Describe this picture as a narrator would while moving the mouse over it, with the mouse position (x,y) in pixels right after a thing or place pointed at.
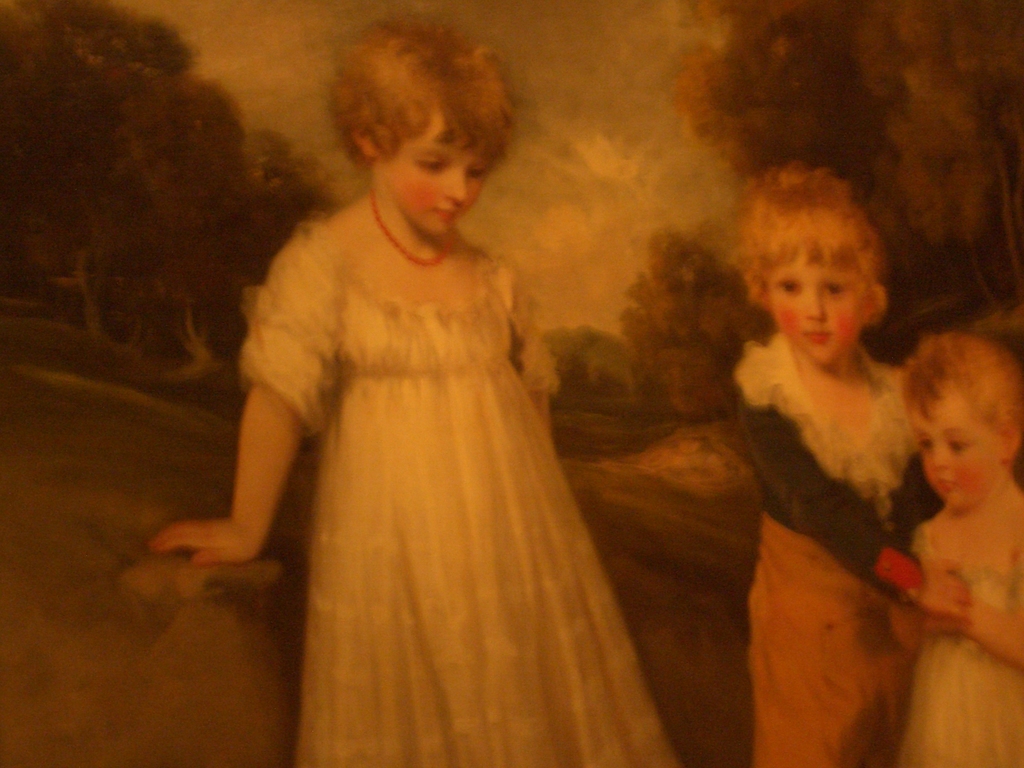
In the image we can see a painting (276,373). In the painting (633,461) we can see there are three children (852,533) wearing clothes (833,498) and they are standing. Behind them there are many trees (60,123) and a sky (500,51).
